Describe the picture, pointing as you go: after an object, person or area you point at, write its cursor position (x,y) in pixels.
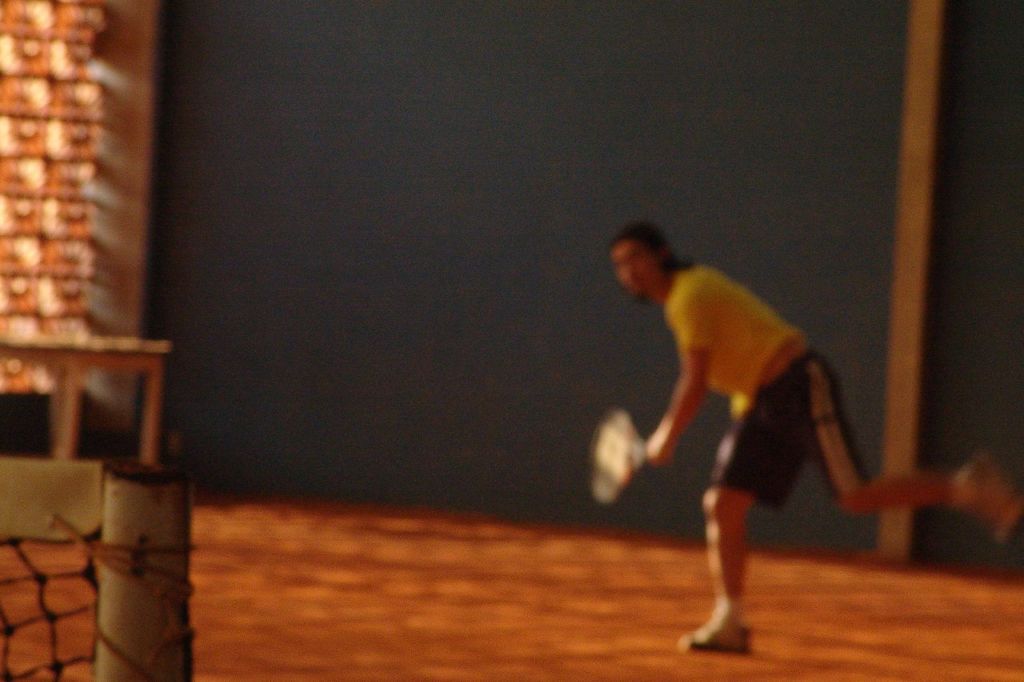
In this picture I can see a person (677,306) holding the tennis racket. I can see the tennis net (81,535) on the left side (106,578).
